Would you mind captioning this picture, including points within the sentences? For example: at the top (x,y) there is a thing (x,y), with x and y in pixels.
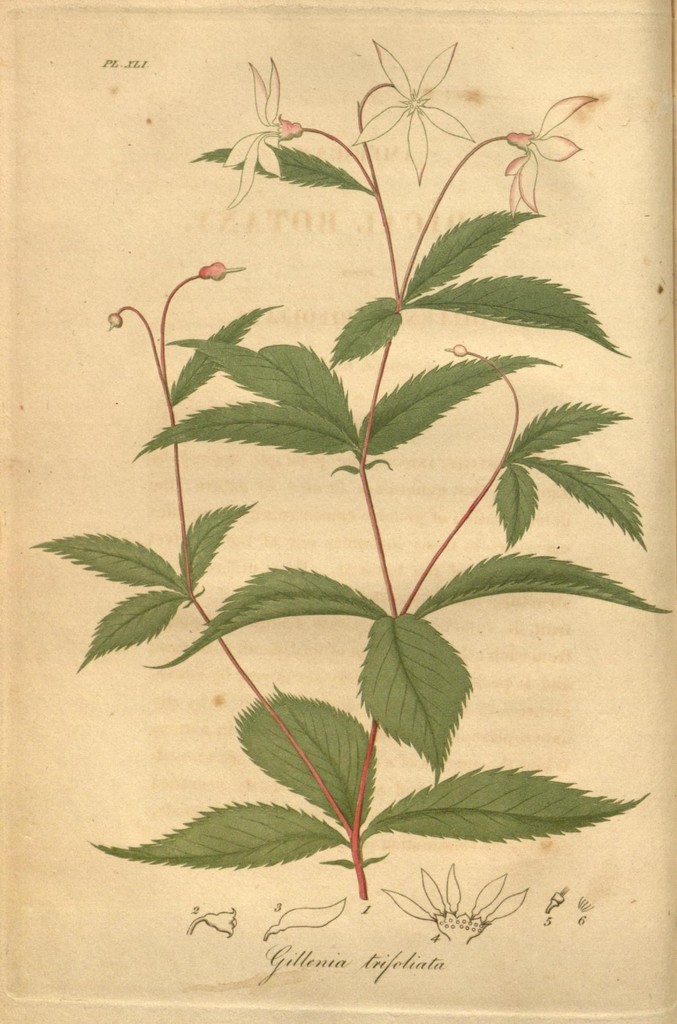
This is a paper (282,235). On that there is a painting (485,285) of a plant (384,438) with flowers (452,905) and also something is written on that
